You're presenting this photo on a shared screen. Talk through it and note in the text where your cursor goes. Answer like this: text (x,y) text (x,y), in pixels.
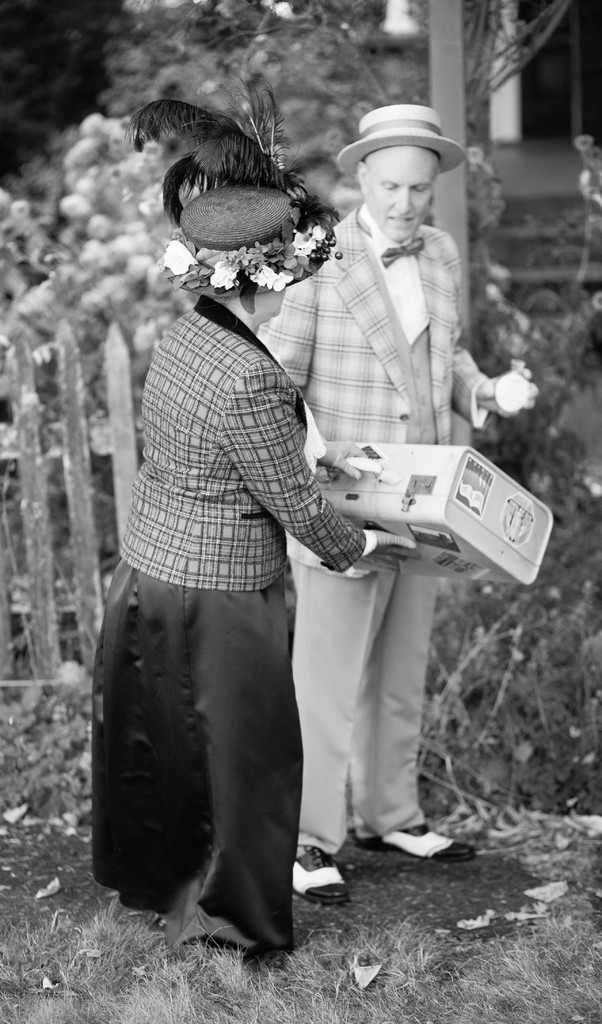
This is a black and white image. Here I can see a woman (222,475) and a man (335,601) are wearing hats (268,189) on their heads (245,257) and standing on the ground (158,974). The woman (283,613) is holding a bag (409,513) in the hands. At the bottom (271,1001), I can see the grass (189,998) on the ground (140,983). At the back of these people (362,393) there is a fencing (77,442). In the background (249,38) there are many plants (268,30).
